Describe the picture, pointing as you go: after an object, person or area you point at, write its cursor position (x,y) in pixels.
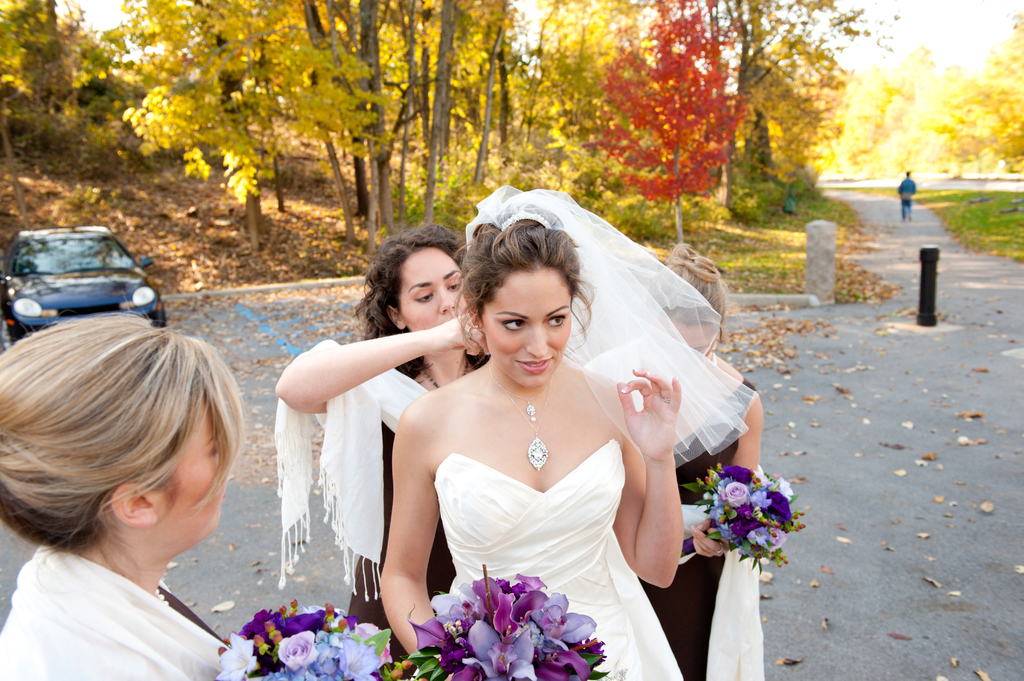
In this image we can see few women (467,333) are standing on the road (311,516) and a woman (747,650) among them is holding flower bouquet (715,504) in her hands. At the bottom (364,649) we can see flower bouquets (377,642). In the background (19,309) we can see a car (28,312) and a person (908,201) is walking on the road (897,240), trees (706,148), grass (772,283) on the ground (785,268), sky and leaves (756,336) on the road (871,355).
